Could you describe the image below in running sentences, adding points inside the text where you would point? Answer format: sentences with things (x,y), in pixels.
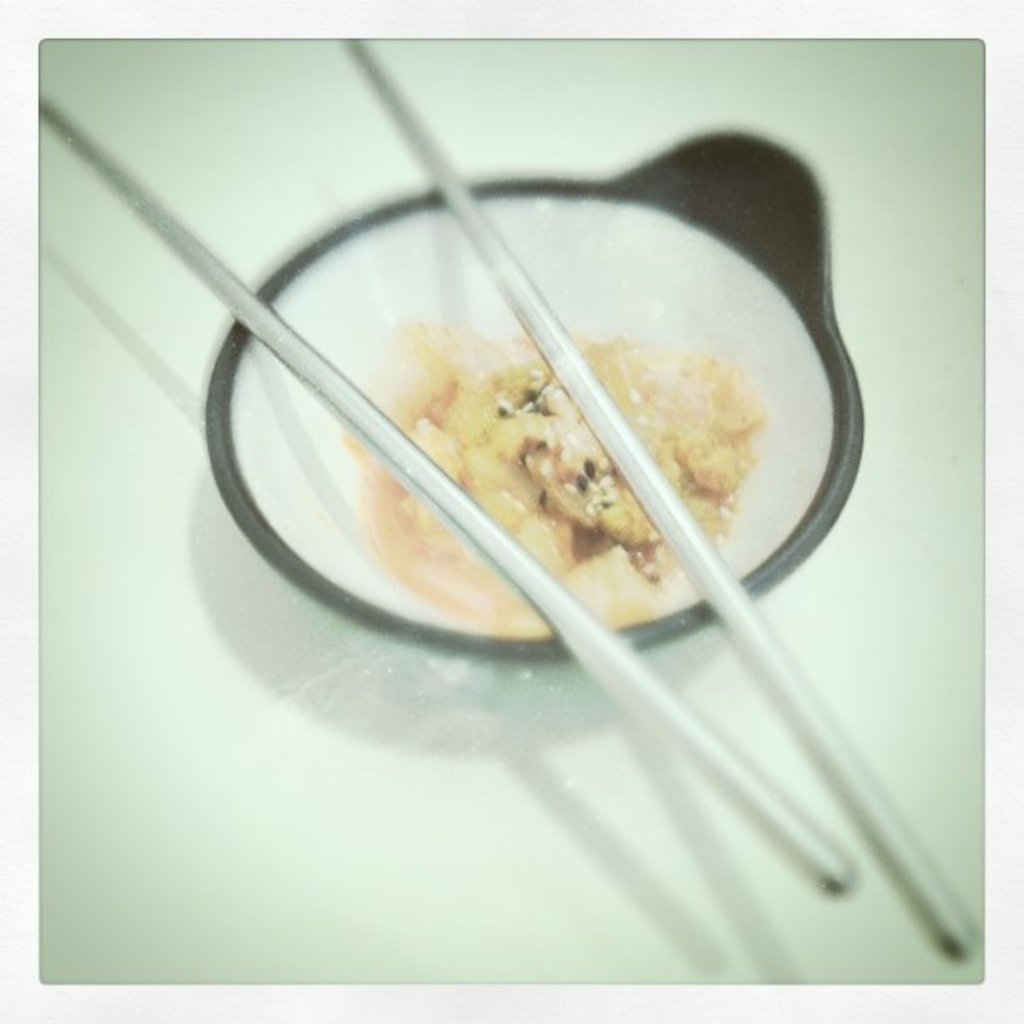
In this image there is a table (504,716) and on top of that there is a bowl (799,413) and food (563,503) with chopsticks (681,708) were present.
